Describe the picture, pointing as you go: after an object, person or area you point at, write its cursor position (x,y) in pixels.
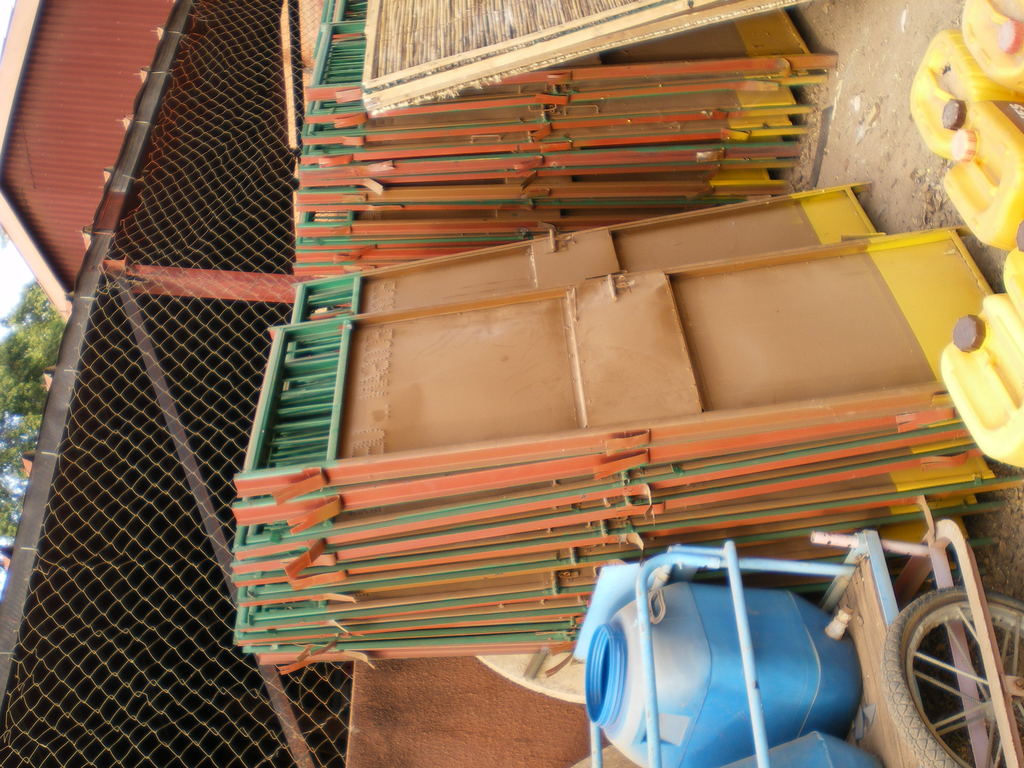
In the image we can see the cart (897,736), in the cart (1012,719) we can see there are plastic objects (736,706). Here we can see gates (350,536), mesh (223,654), tree (27,409) and the sky (19,261). Here we can see the tire (944,642).
